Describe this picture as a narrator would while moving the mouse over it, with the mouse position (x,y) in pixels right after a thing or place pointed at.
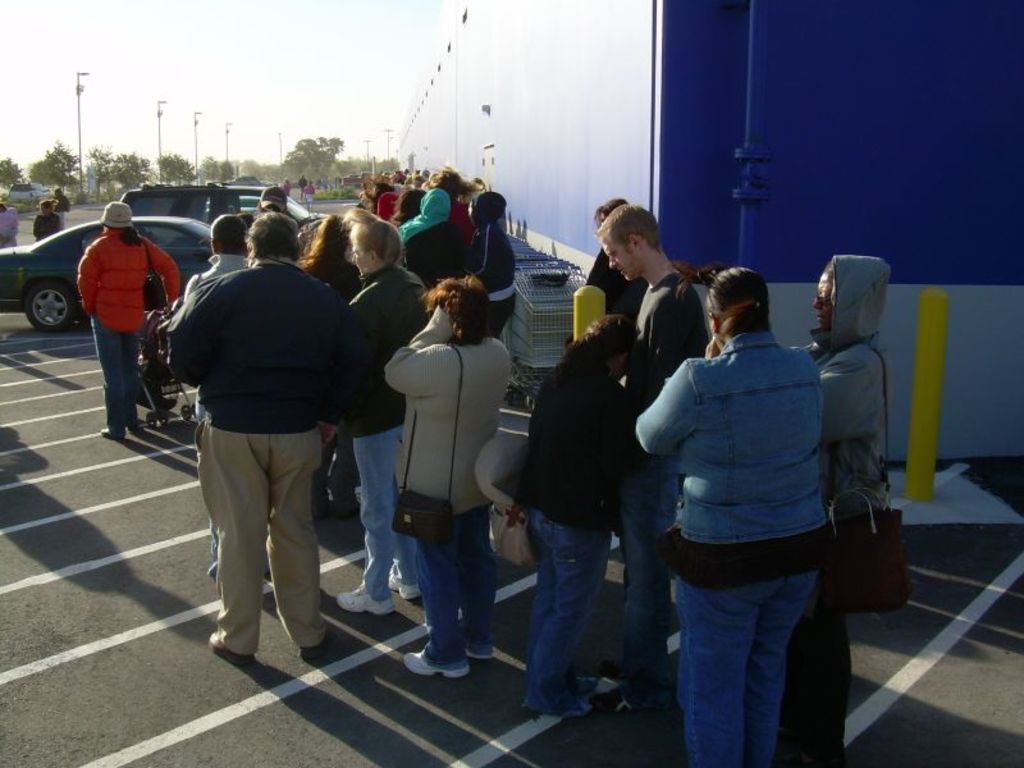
This image is clicked outside. There is a store (646,205) at the top (823,198). There are so many persons (309,394) standing in the middle (550,385). There are cars (178,217) on the left side (36,306). There are trees (52,158) on the left side (254,167). There is sky (385,46) at the top (373,142).
